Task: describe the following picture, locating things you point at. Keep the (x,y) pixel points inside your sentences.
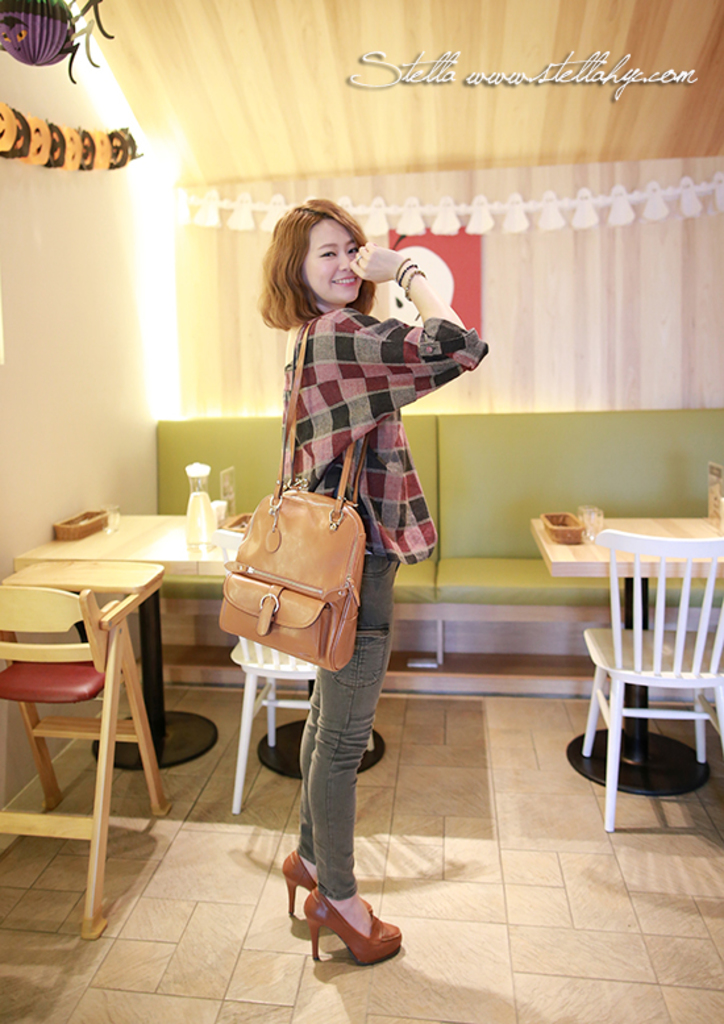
In this picture we can see a women (328,351) with short hair (367,299) and she is carrying a bag (289,552) on her shoulder (318,377) and she holds a beautiful smile on her face (348,291). This is a floor (494,864). And on the floor (422,986) we can see empty chairs (27,688) and tables (145,535) and on the table (168,535) we can see bottle (190,473) and glasses (590,522). This is a sofa (633,451). This is a wall (58,372).
